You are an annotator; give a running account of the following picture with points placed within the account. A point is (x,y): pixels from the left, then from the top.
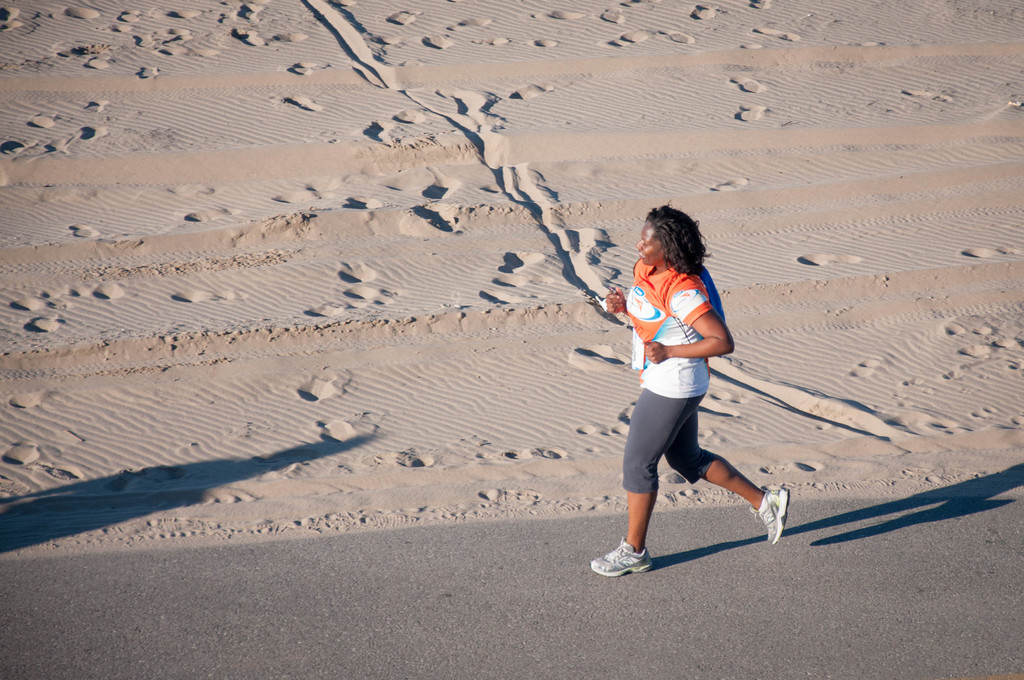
In this image I see a woman (709,337) who is wearing orange and white color t-shirt (686,328) and grey color shorts (647,391) and I see that she is wearing shoes (787,497) and I see the road (801,515) and I see the sand (863,492) over here and I can also see the shadows (82,524).
